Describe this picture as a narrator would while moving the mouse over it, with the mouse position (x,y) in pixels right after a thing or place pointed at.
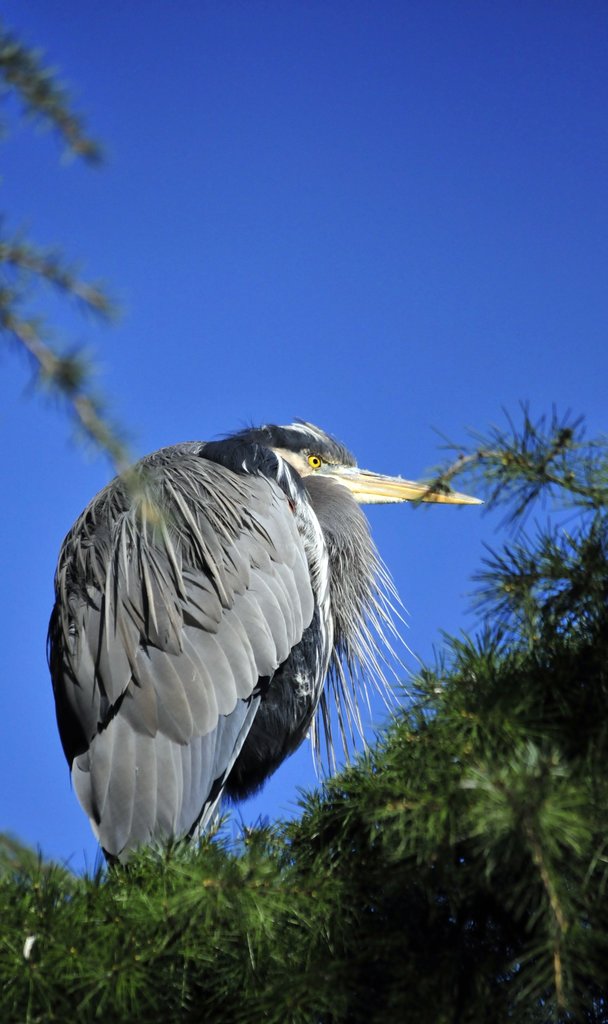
In the front of the image (481,457) there is a bird (276,540) and greenery (272,830). In the background of the image (289,808) there is the sky (182,188).
